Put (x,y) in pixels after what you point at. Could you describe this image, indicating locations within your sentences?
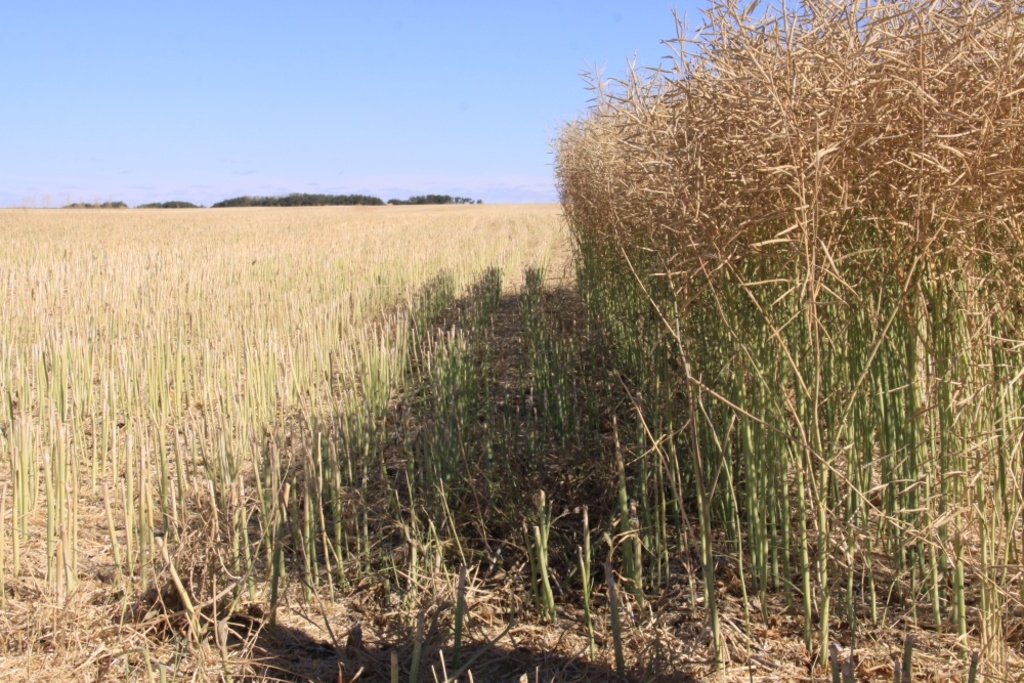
In this picture I can see some plants (280,357).
